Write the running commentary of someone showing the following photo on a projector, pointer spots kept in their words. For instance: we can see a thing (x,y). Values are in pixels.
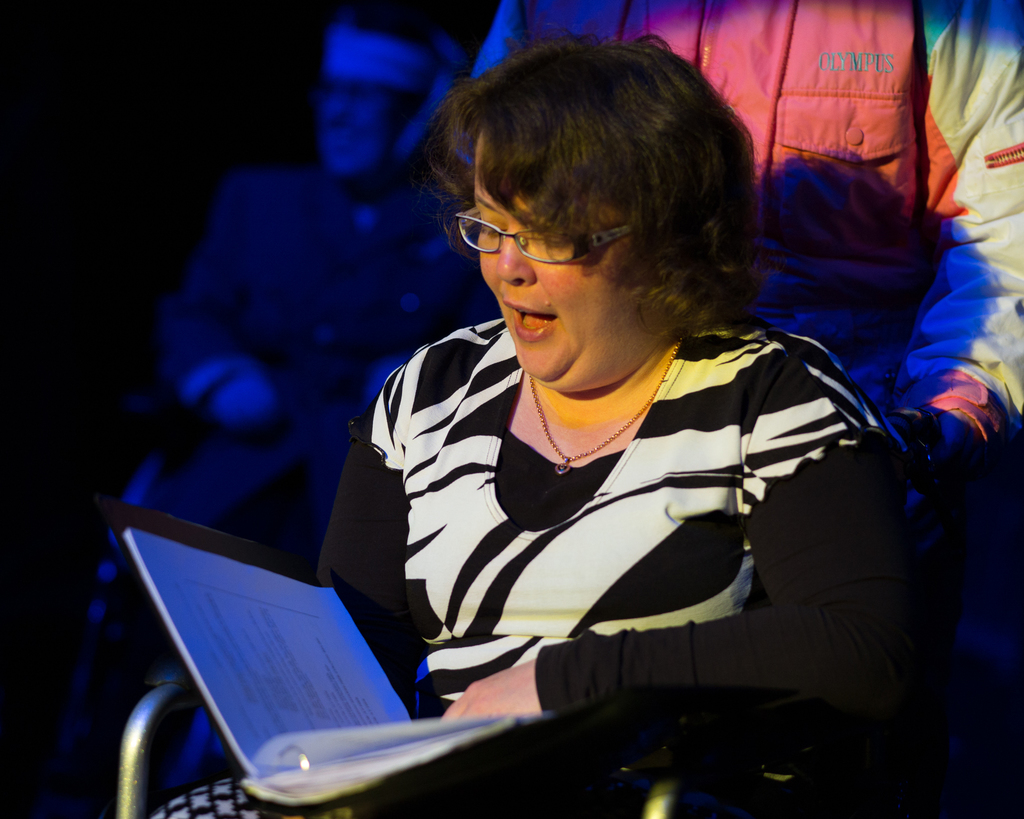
In this image there is a lady (460,667) sitting on the chair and reading a book (395,700), behind her there are few persons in the dark.
